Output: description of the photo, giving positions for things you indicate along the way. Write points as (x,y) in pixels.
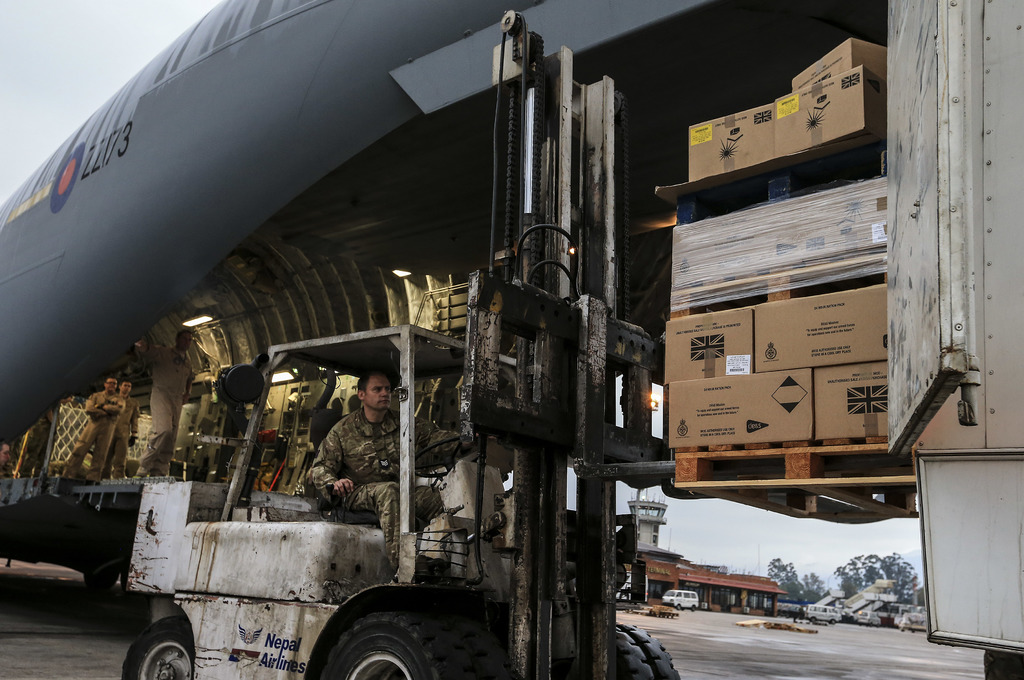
In this image I can see a white colour vehicle (342,511) in the front (485,391) and in it I can see a man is sitting. On the right side of the image (744,273) I can see number of boxes (833,61) and on it I can see something is written. On the left side of the image (71,376) I can see an aircraft (280,382) and few people (155,410). I can also see everyone are wearing uniforms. On the bottom right side of the image (762,580) I can see a building (735,574), few vehicles (833,616), few trees (845,582), the sky (785,542) and few other things (902,610).
